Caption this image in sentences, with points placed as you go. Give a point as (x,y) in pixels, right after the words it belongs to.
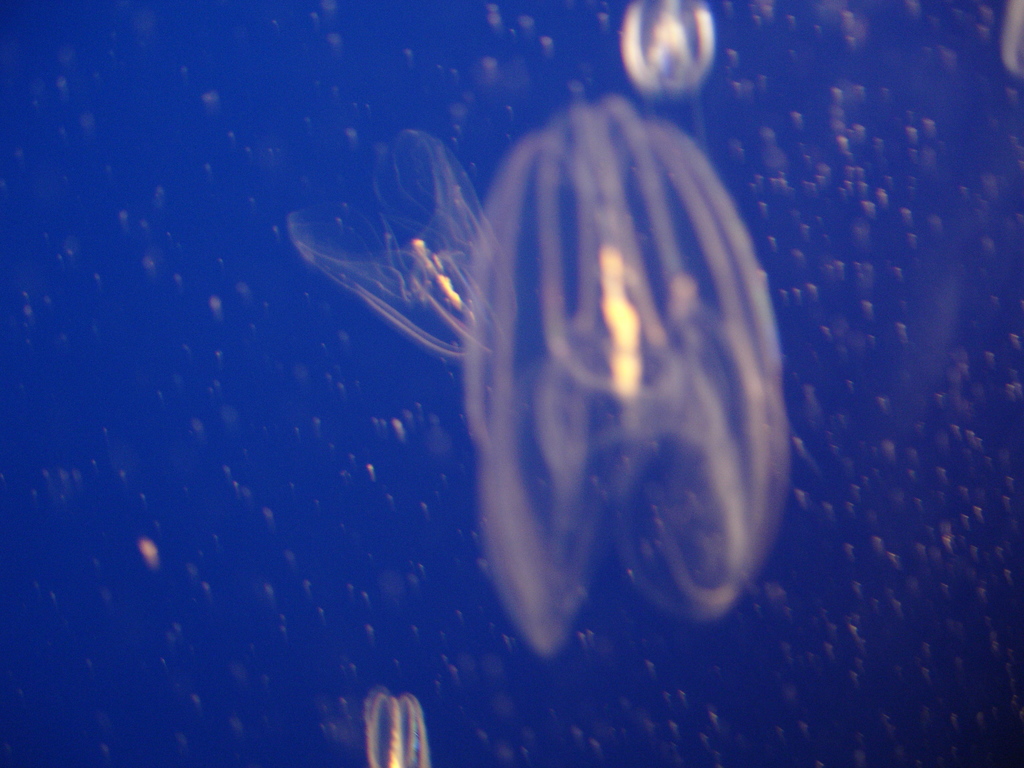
In this picture I can see there are some jelly fishes (545,354) moving in the water (298,567).
